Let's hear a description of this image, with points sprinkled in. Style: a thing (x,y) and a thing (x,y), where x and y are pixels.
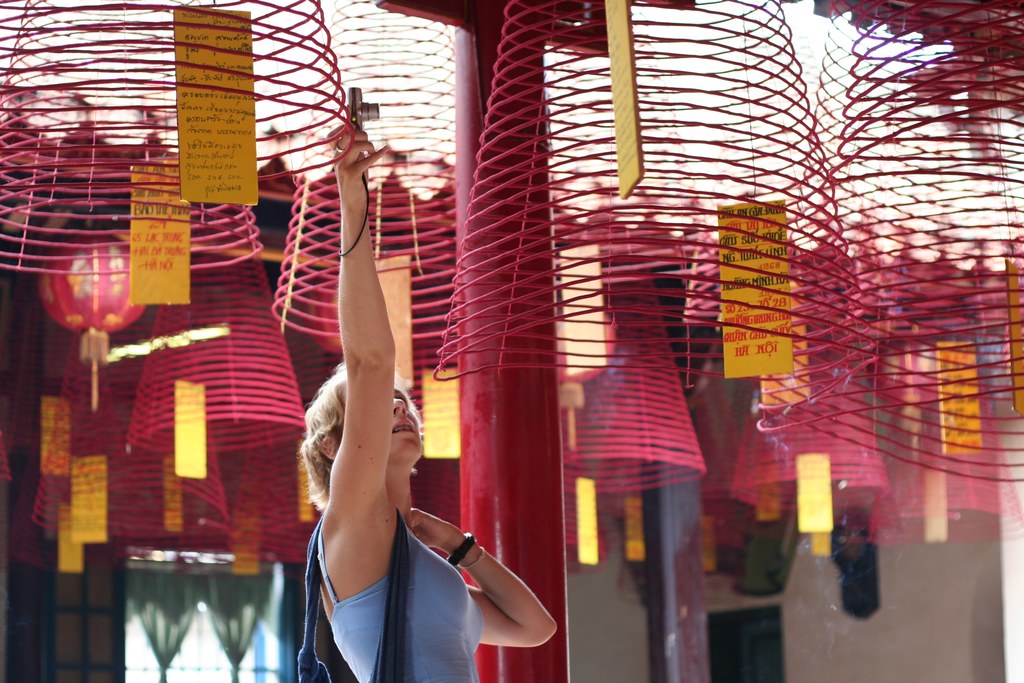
In this image we can see a lady (378,283) taking picture with camera (356,118), there are some decorative objects (85,290) are hanging, there are some cards (171,281) with some text (775,322) on it, there is a pole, window (272,594), curtains (174,634), walls (882,592), also we can see the sky (559,91).
